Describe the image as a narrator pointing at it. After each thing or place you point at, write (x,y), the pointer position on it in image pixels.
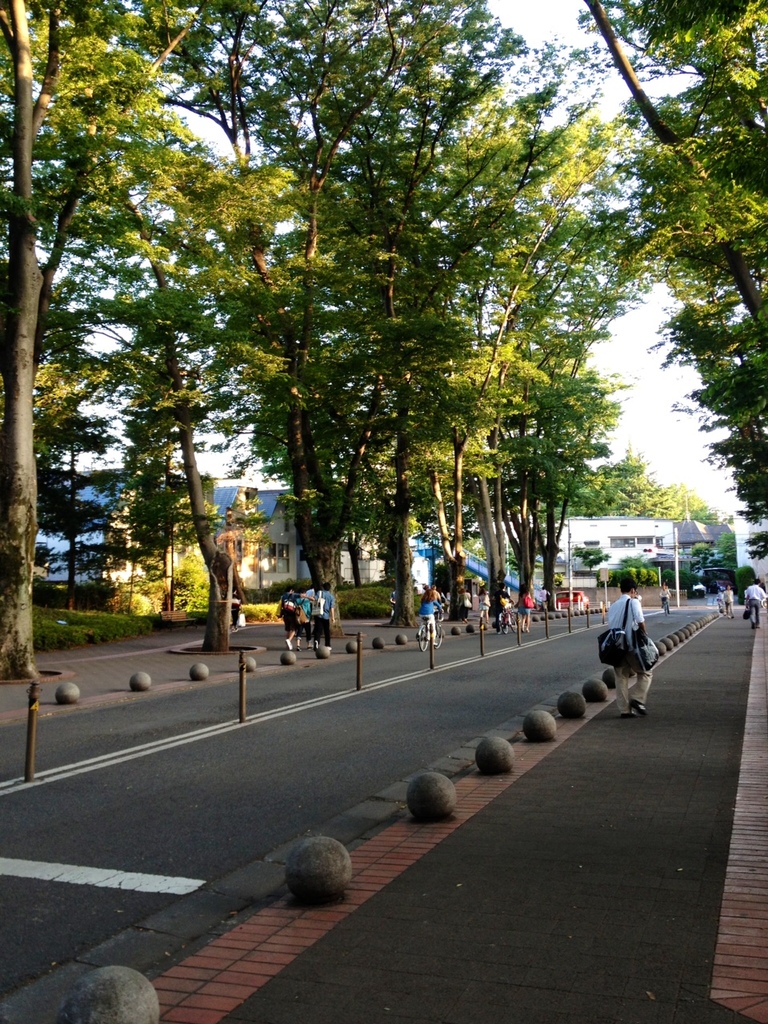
This image is clicked on the roads (228,722). There are many persons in this image. At the bottom (168,847), there is road (189,905). To the left (141,313) and right, there are trees (166,482). In the background (704,539), there are houses (704,539). At the top (453,129), there is a sky (555,7).
